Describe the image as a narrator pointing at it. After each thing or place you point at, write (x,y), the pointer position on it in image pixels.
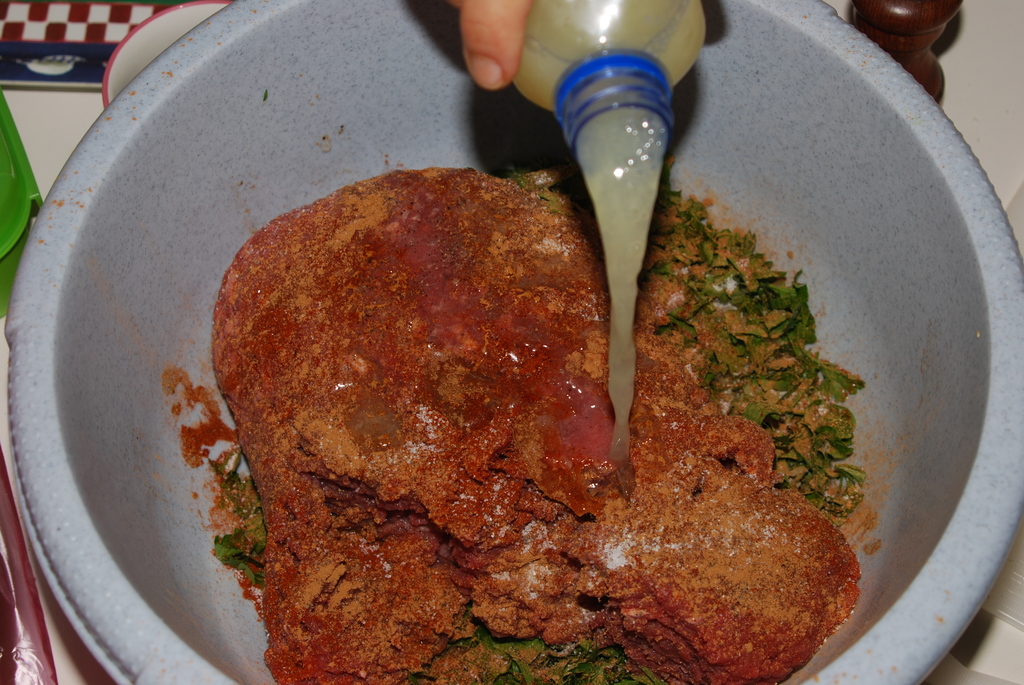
In the image we can see a bottle (557,62) and container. In the container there are leaves (779,338) and other item (470,318). We can even see a human hand (501,39).
